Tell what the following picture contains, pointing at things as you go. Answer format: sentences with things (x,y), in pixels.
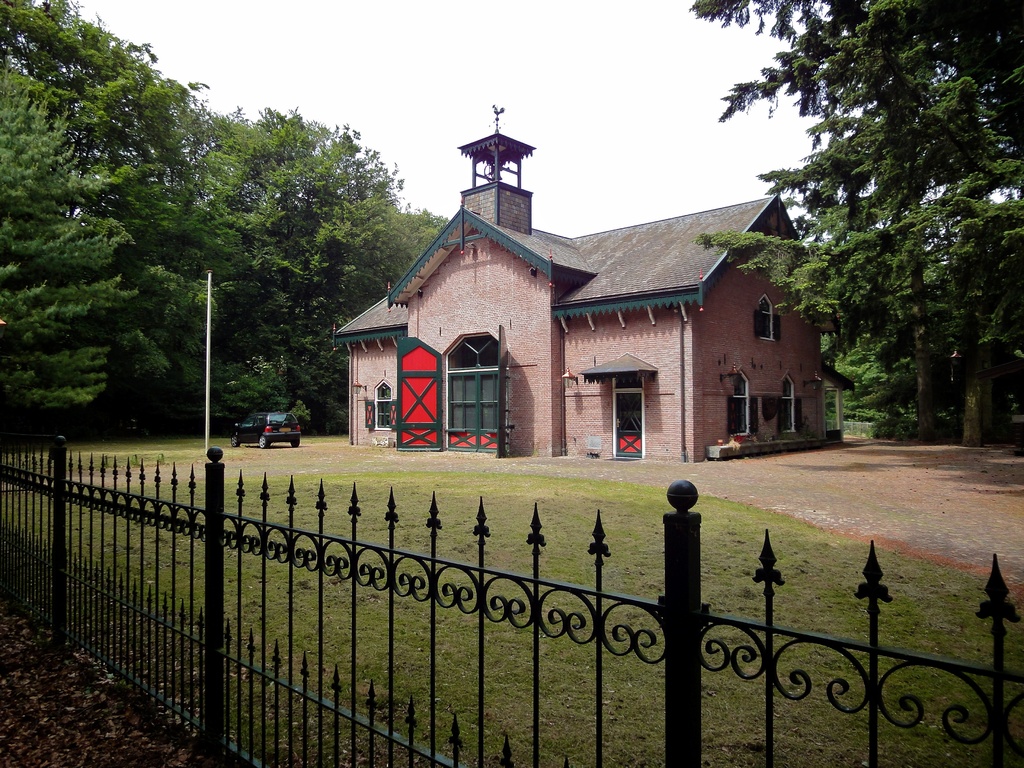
In this image at the bottom (207,634) we can see fence (183,621), grass (415,534) on the ground (438,496), car (268,432), pole (208,427), house (410,317), doors (464,398), windows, trees (838,282) and sky (441,119).
